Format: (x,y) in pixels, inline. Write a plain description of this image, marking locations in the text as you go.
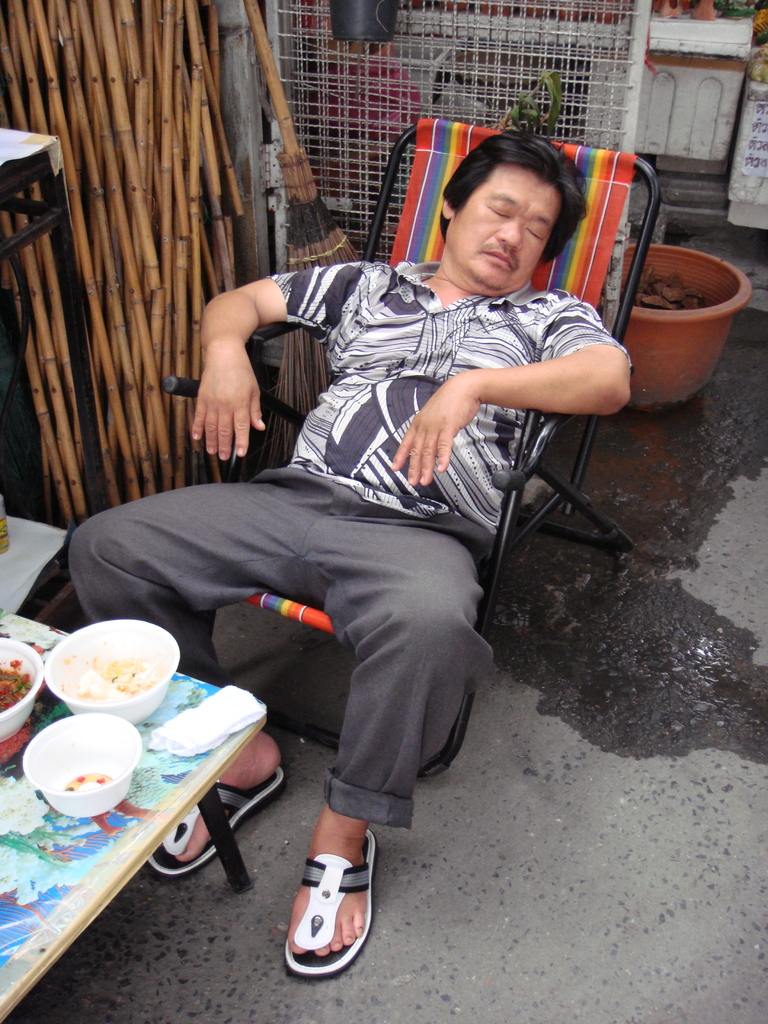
In this picture we can see man (446,615) sitting on chair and sleeping and in front of him there is table (41,940) and on table (154,788) we can see three bowls (162,664), tissue paper (199,707) and in background (158,192) we can see sticks (179,124), net (374,81), pot (704,371).
